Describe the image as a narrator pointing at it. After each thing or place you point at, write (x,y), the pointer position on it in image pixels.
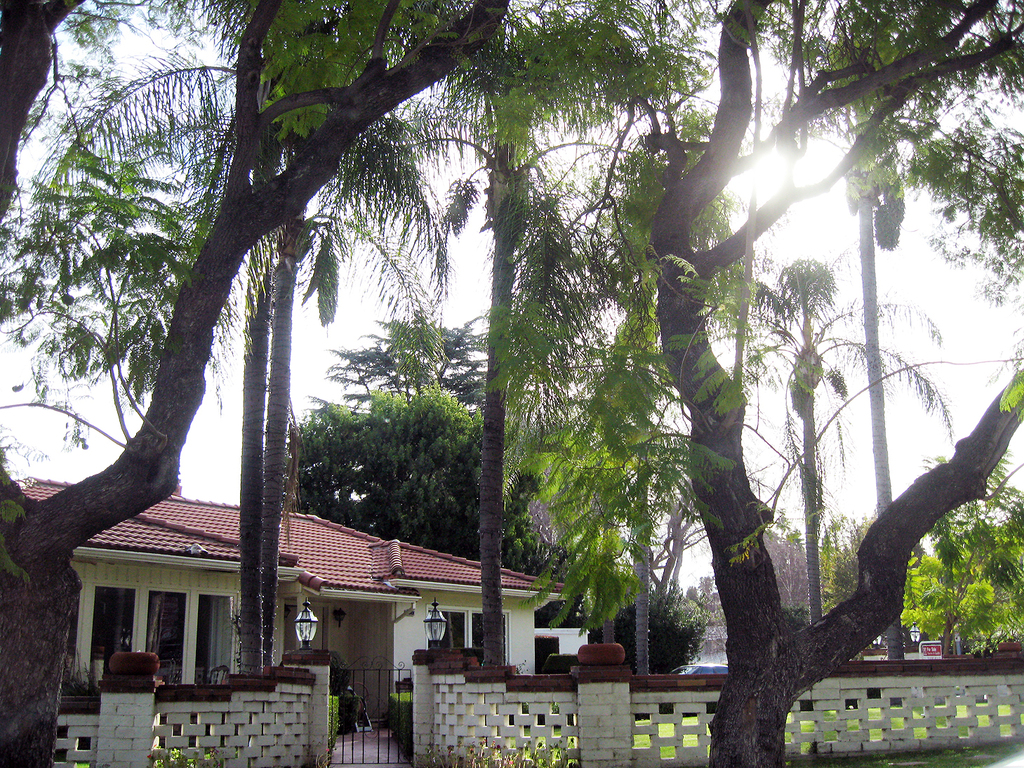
On the left side of the image (194,576) we can see a house (359,584). At the bottom of the image (539,688) we can see a fencing (546,692), lamp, ground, board (928,652) are there. In the background of the image (552,500) trees (527,474) are there. At the top of the image (781,77) sky (120,81) is present.
